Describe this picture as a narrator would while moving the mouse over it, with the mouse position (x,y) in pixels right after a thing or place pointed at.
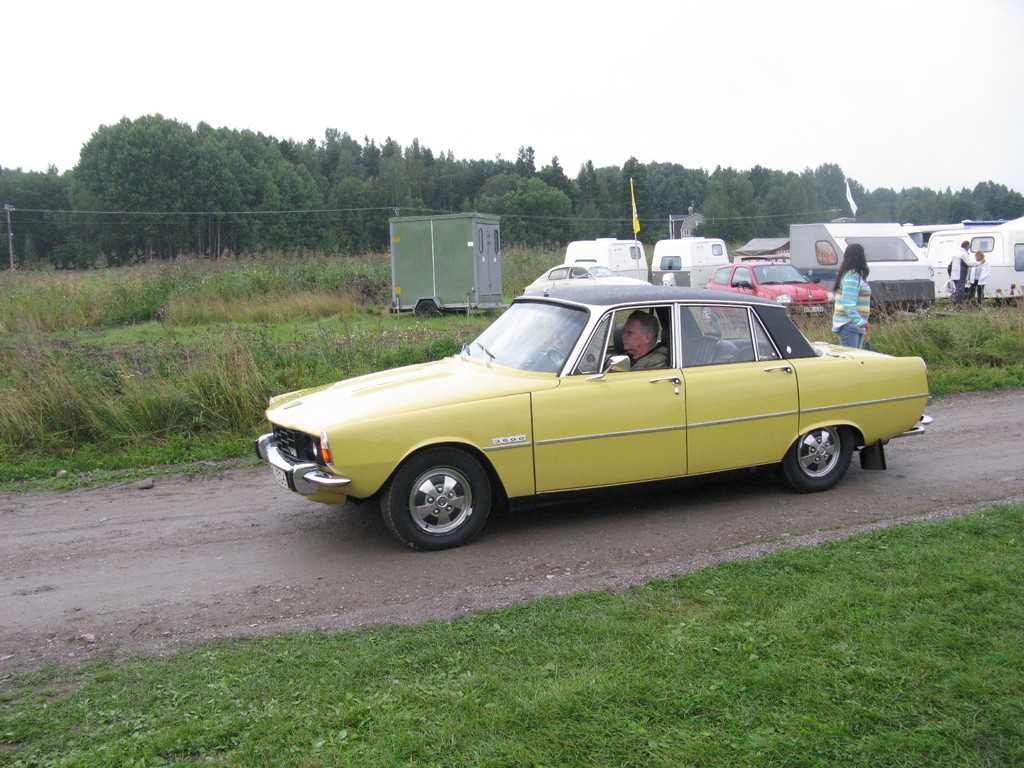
In the middle of this image (499,327), there is a yellow color vehicle (562,308) on the road (638,530). At the bottom of this image (951,691), there is grass (900,695). In the background (971,272), there are vehicles (995,250), persons (985,258), trees (736,242), a pole (10,232) and grass (273,278) on the ground (468,324) and there are clouds (435,45) in the sky (164,58).
